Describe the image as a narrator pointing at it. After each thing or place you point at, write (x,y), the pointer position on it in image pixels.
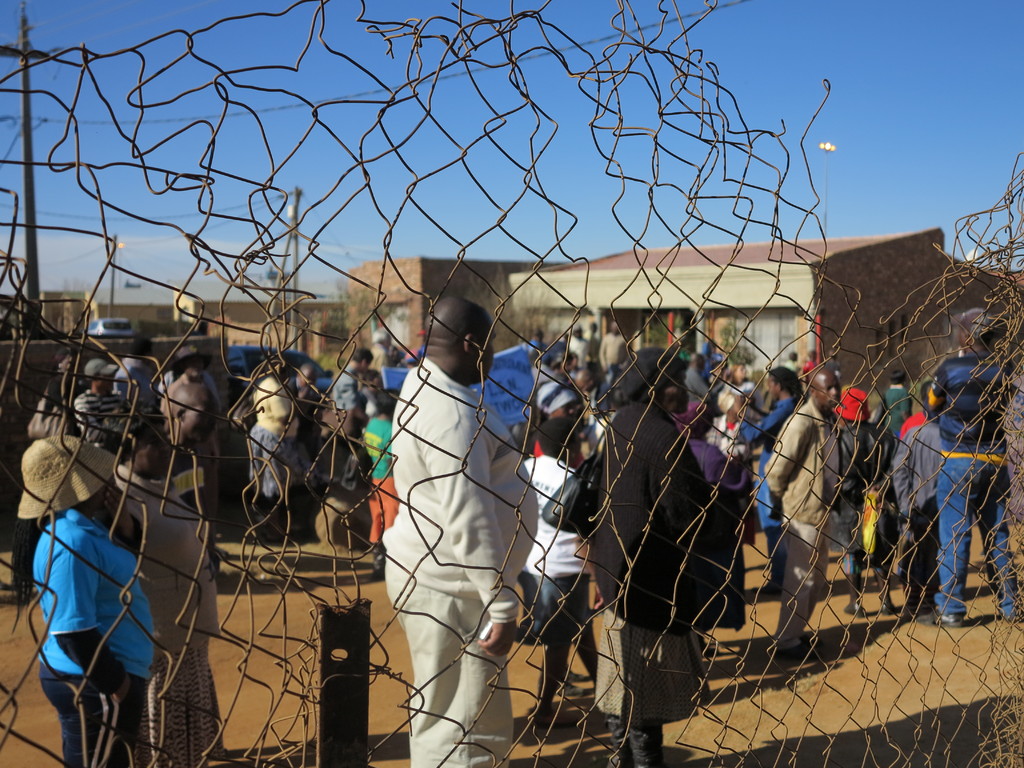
In this image we can see a group of people (531,518) standing on the ground (241,617). In the foreground (131,402) we can see a metal fence (253,611). On the backside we can see some houses (423,308) with roof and windows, a car (291,365) parked beside, a utility pole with wires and the sky (306,269) which looks clear.
